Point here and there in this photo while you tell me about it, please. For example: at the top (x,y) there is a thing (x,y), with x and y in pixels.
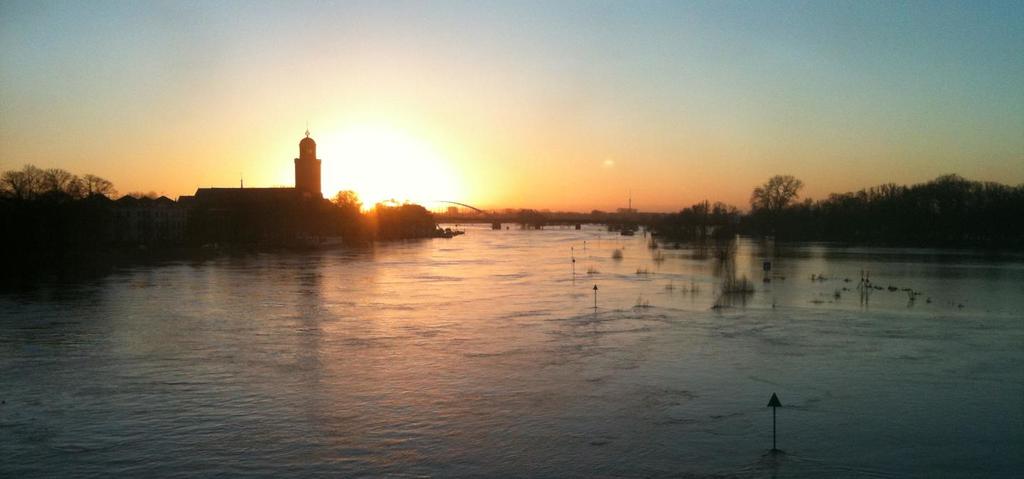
In this image I can see the building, trees (941,181), water (171,463), sky (486,142) and the sunlight (432,127).
